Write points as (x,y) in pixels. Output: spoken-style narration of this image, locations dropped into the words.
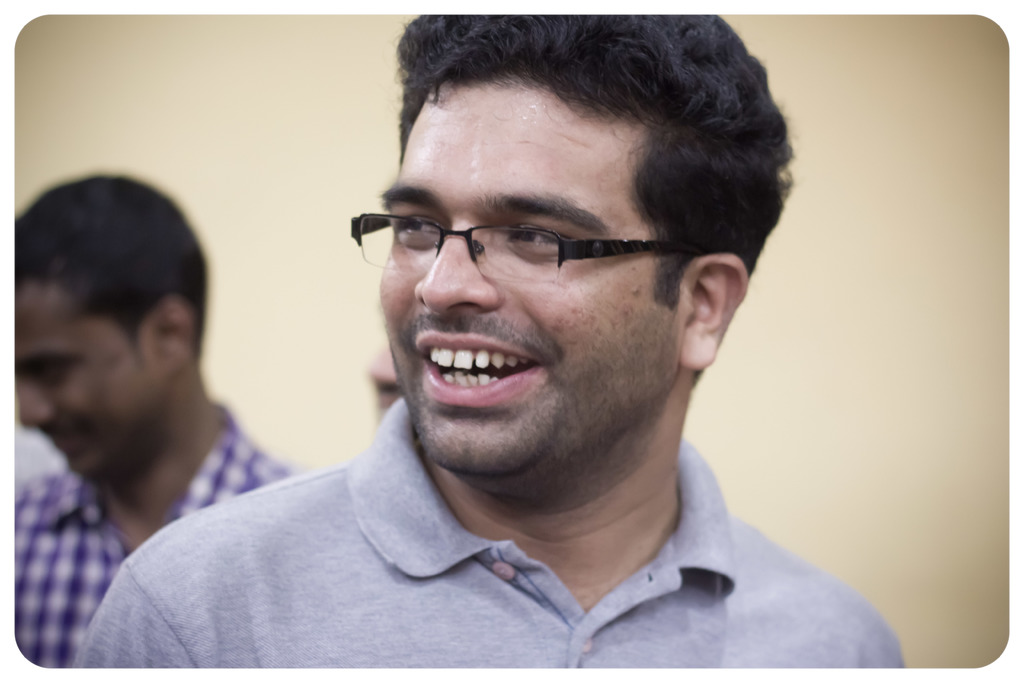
In this image I see a man (398,328) who is smiling and I see that he is wearing a t-shirt (399,564) and I see he is also wearing spectacle (515,244). In the background (218,473) I see the cream color wall (140,36) and I see another man (135,416) over here, who is wearing shirt (232,439).
